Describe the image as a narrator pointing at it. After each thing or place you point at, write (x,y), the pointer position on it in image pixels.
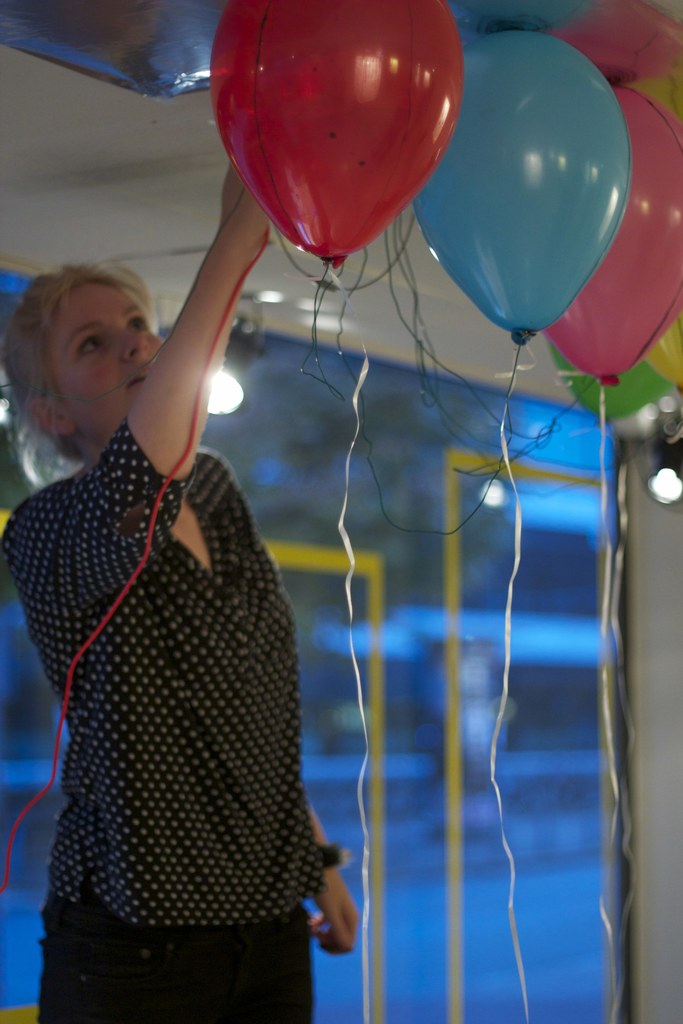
In this image we can see a woman (121,325), there are balloons (568,256), there are lights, also we can see the window (398,735) and the background (569,732) is blurred.
